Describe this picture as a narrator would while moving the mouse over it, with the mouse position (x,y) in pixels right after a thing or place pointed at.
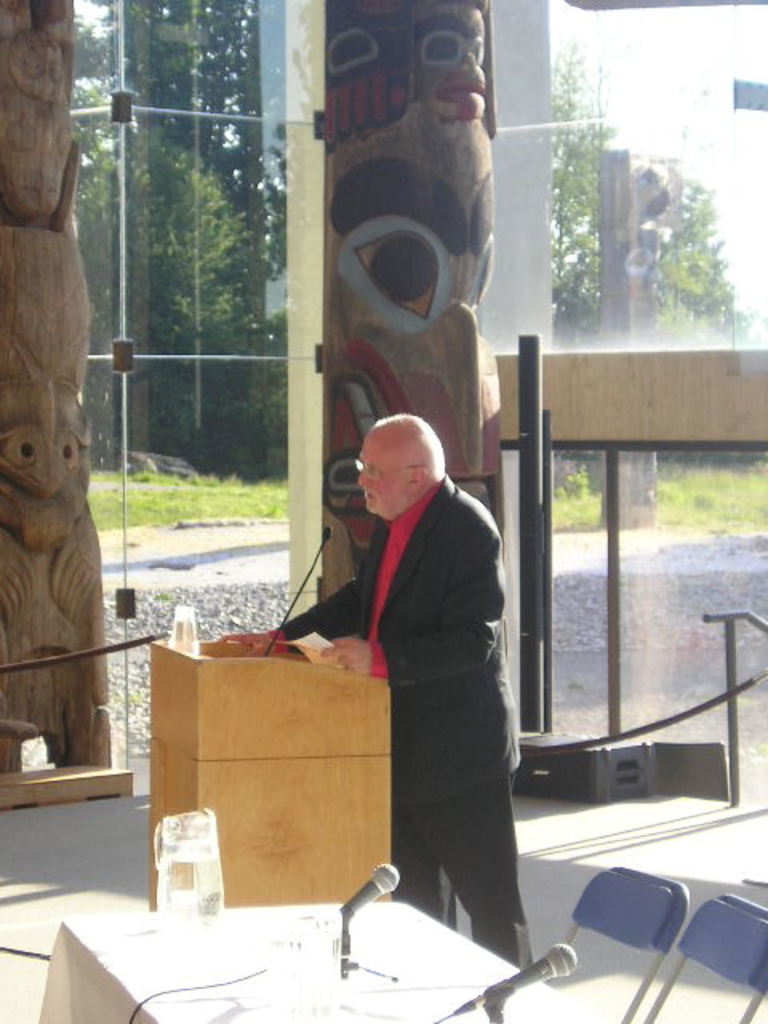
This picture is clicked inside. In the foreground (112,950) there is a table (140,964) on the top of which a jug (196,869) of water (196,893) and two microphones (561,972) are placed and there are two blue color chairs (696,934) placed on the ground (714,1007). In the center (394,493) there is a man (381,503) wearing black color blazer (429,593), holding a paper (319,639) and standing on the ground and there is a wooden podium (280,687) to which a microphone (318,553) is attached. In the background (347,215) we can see the pillars (460,223), sky (675,80), trees (259,272), green grass (154,511) and some other objects (760,417).
